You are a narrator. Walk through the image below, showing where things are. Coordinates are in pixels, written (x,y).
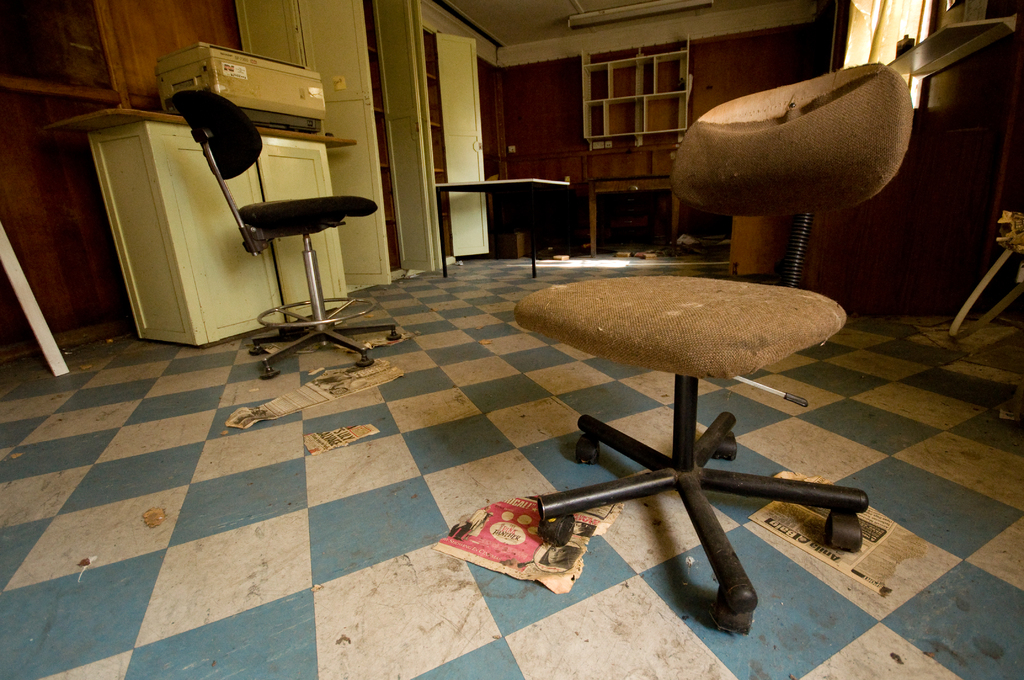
These are the two chairs (800,315) on the floor (316,557) and there are other things (622,212) in this room (556,452).
